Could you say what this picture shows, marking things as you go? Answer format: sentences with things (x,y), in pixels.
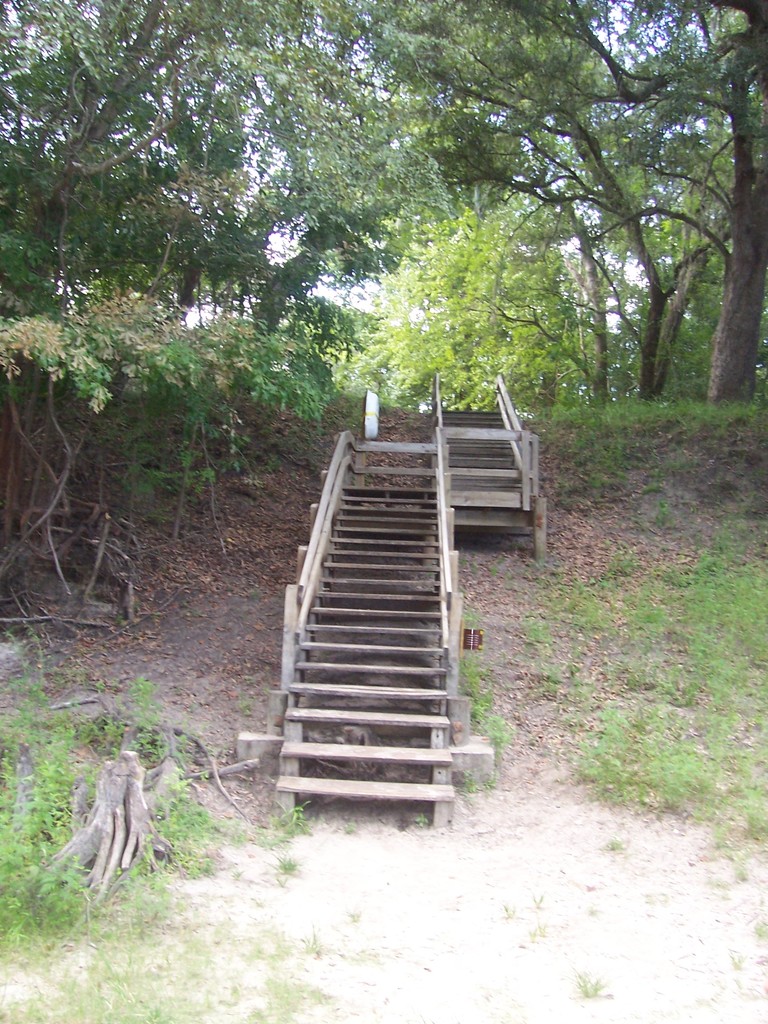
In the center of the image (355,575), we can see stairs (475,520) and in the background (366,225), there are trees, logs (134,771) and at the bottom (623,840), there is ground (620,683).
